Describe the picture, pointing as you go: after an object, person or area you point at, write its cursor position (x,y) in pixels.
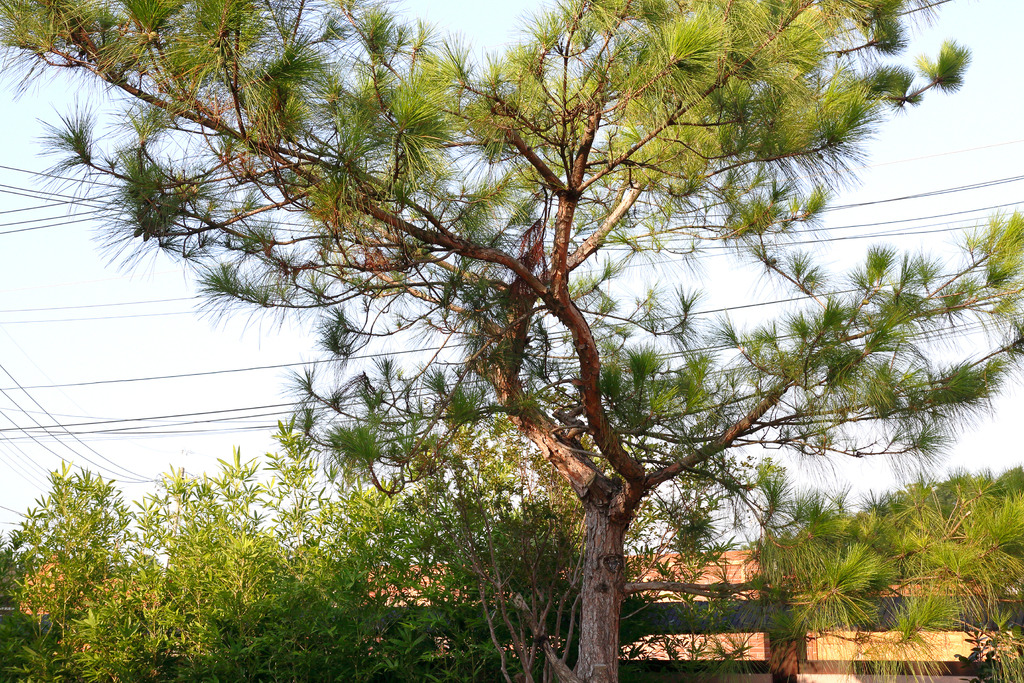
In the center of the image (568,403) we can see a tree (560,445). We can also see a fence (685,641), a group of plants (447,559), wires (11,429) and the sky (177,335) which looks cloudy.
